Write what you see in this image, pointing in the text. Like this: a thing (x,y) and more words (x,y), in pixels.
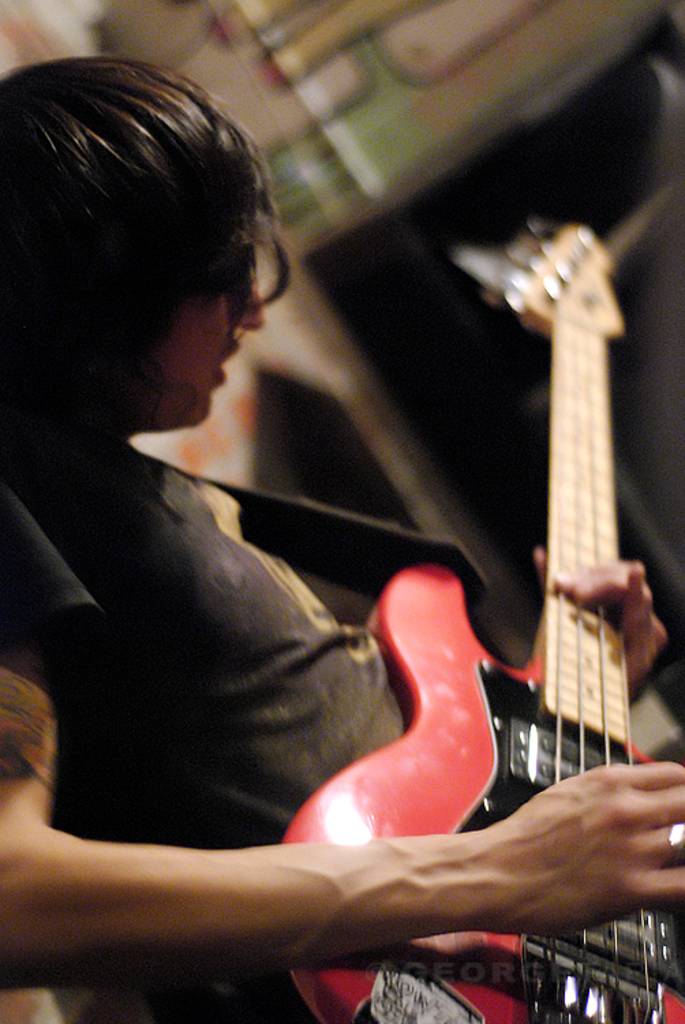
In this picture I can see a person (401,858) holding a guitar (570,753) and playing it, he is looking at it. The backdrop (316,284) is blurred.
